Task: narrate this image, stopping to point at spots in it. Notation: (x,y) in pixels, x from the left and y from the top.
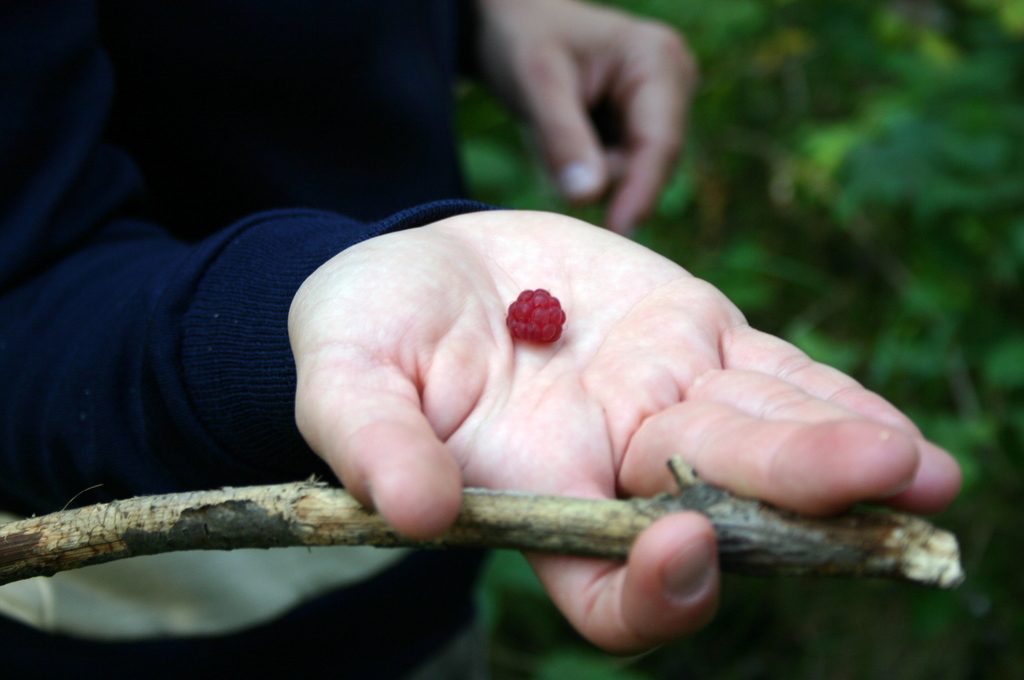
In this image, I can see a tiny raspberry fruit (560,326), which is in the person's hand (461,340). This looks like a stem (577,526).
